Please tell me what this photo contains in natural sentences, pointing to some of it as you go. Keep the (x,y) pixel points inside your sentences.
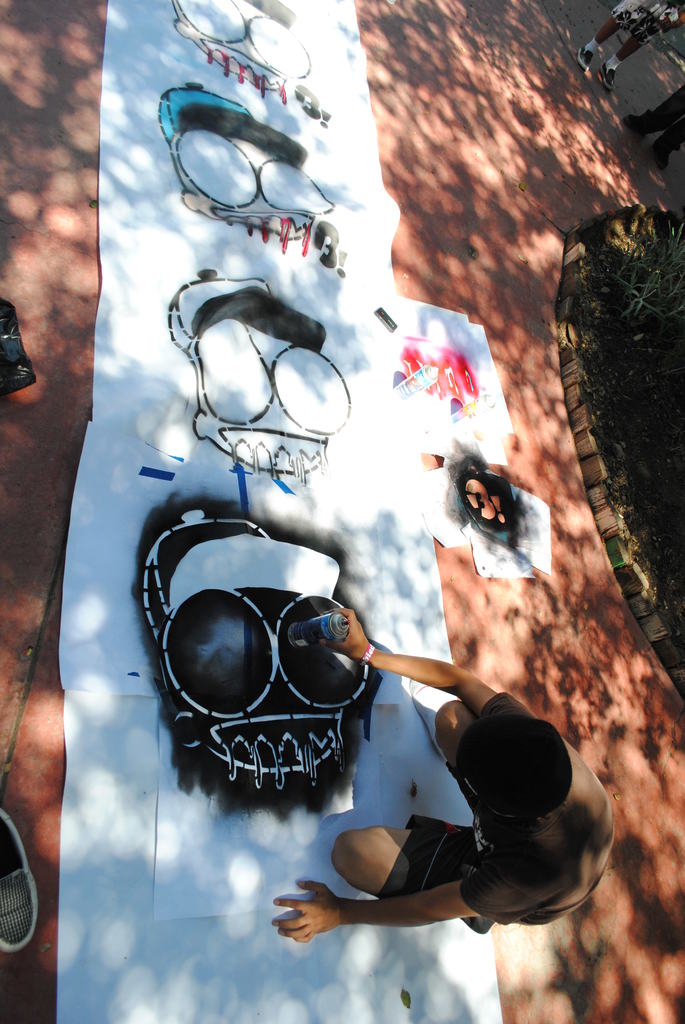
In this image we can see a person (468,839) wearing brown color T-shirt (510,855) crouching and doing some painting on the sheets (460,504) which are on floor (550,267) and on right side of the image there are some persons (584,67) standing and there are some plants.
